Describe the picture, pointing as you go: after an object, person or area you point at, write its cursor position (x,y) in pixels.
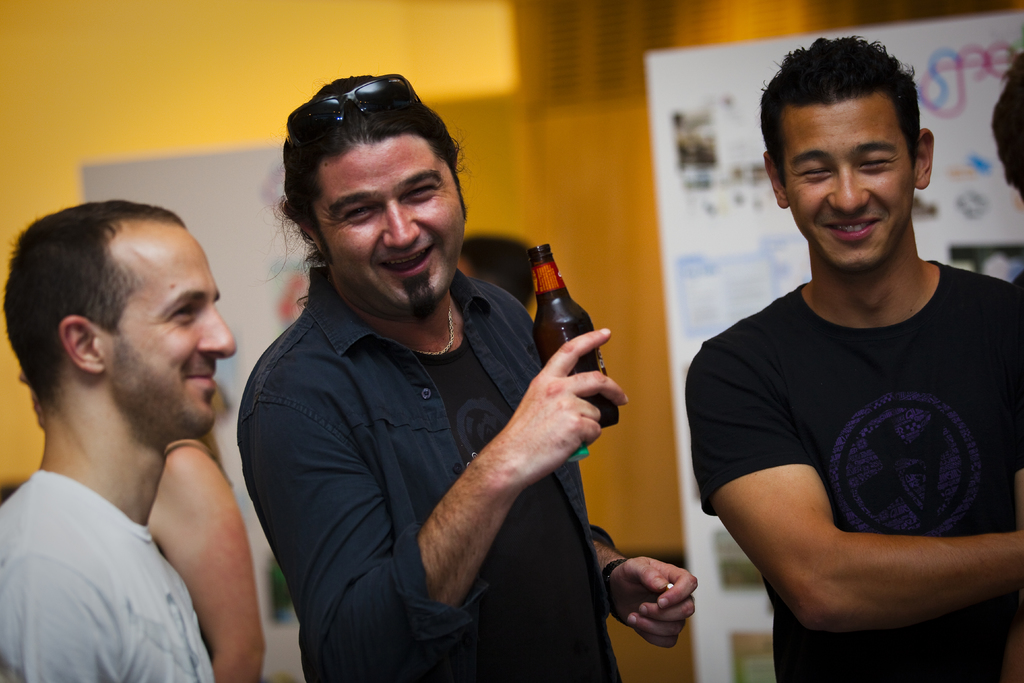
There are three persons (712,456) standing. In the middle (446,392) a person (404,121) is wearing goggles (327,112) and holding a bottle (547,302). In the background (557,126) there is a banner (679,148) and a yellow wall (255,90) is there.
